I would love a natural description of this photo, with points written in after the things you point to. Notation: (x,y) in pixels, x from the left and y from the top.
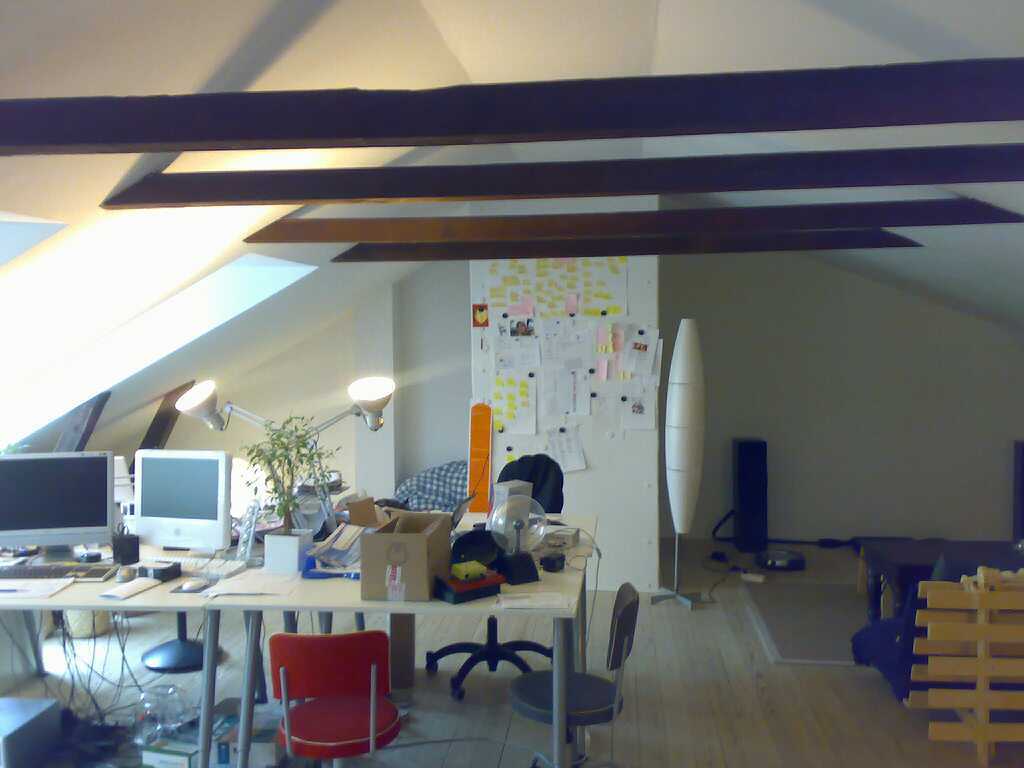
In the image we can see a table (290,573) and on the table (401,605), we can see plant pot (292,543), carton box (393,561), keyboard (215,570), mouse (195,588), systems (154,529), cable wires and other things (238,527). Here we can see chairs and the floor (427,647). Here we can see lights (382,401) and posters (579,389) stick to the wall (583,490).
